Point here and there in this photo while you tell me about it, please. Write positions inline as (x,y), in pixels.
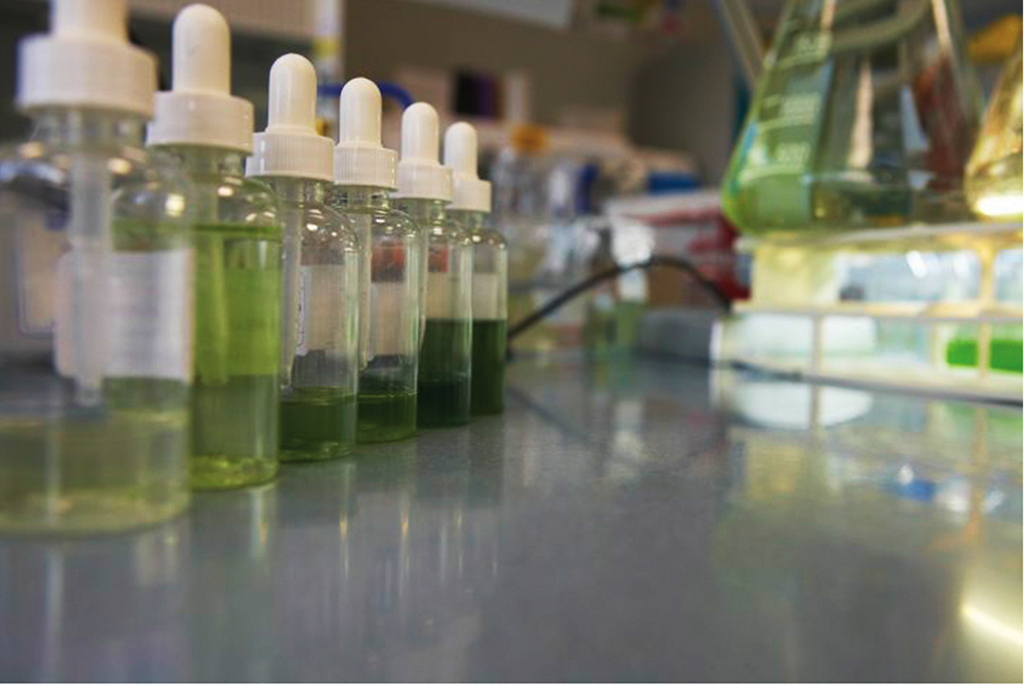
In the image there is a table (825,469), on table (817,451) we can see few bottles (227,293) which is closed with their caps (453,145).
